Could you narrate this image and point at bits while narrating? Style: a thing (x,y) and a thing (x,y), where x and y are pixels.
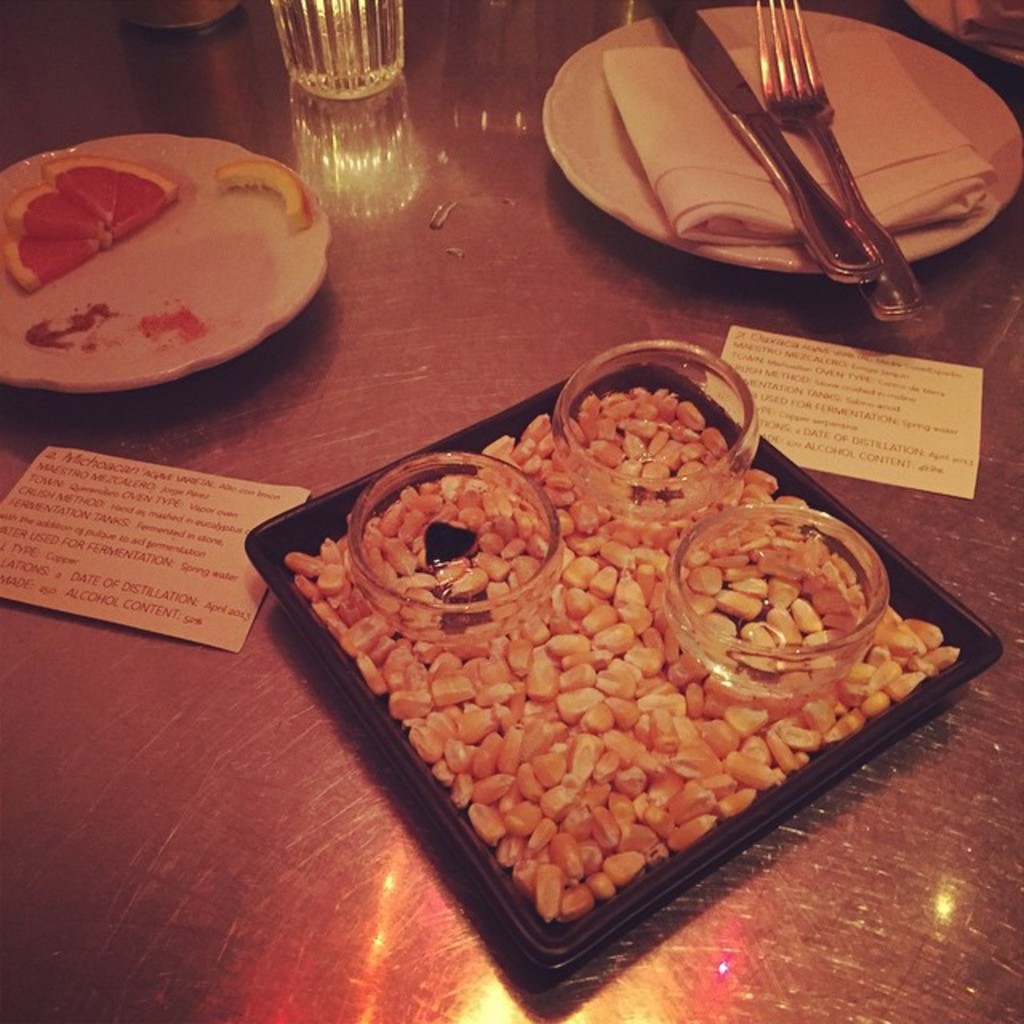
On this surface (180,964) we can see plates (124,365), knife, fork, bowls (415,471), glass (327,31), cards (107,504) and food (470,488).
